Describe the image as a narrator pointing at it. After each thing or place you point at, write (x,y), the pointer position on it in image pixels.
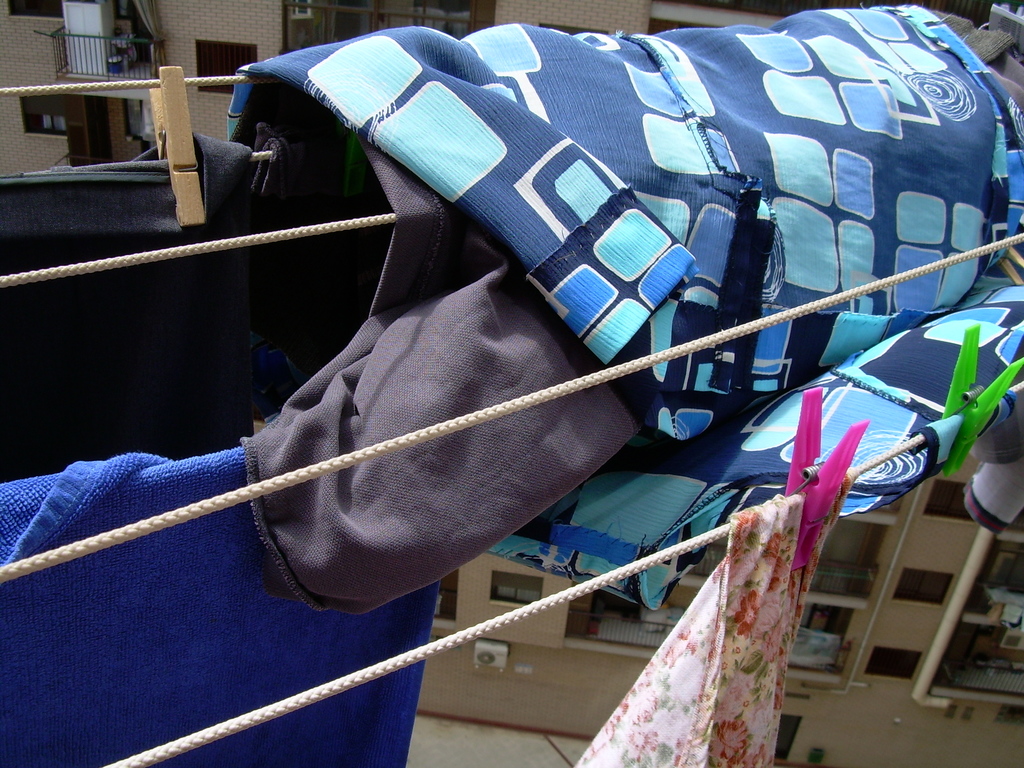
In this picture, we can see some ropes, and we can see some clothes (571,284) on the ropes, clips (963,366), and we can see a building (846,654) with windows (919,588), fencing (105,55) and some objects (99,23) attached to the building (949,729) in the background (483,648).
